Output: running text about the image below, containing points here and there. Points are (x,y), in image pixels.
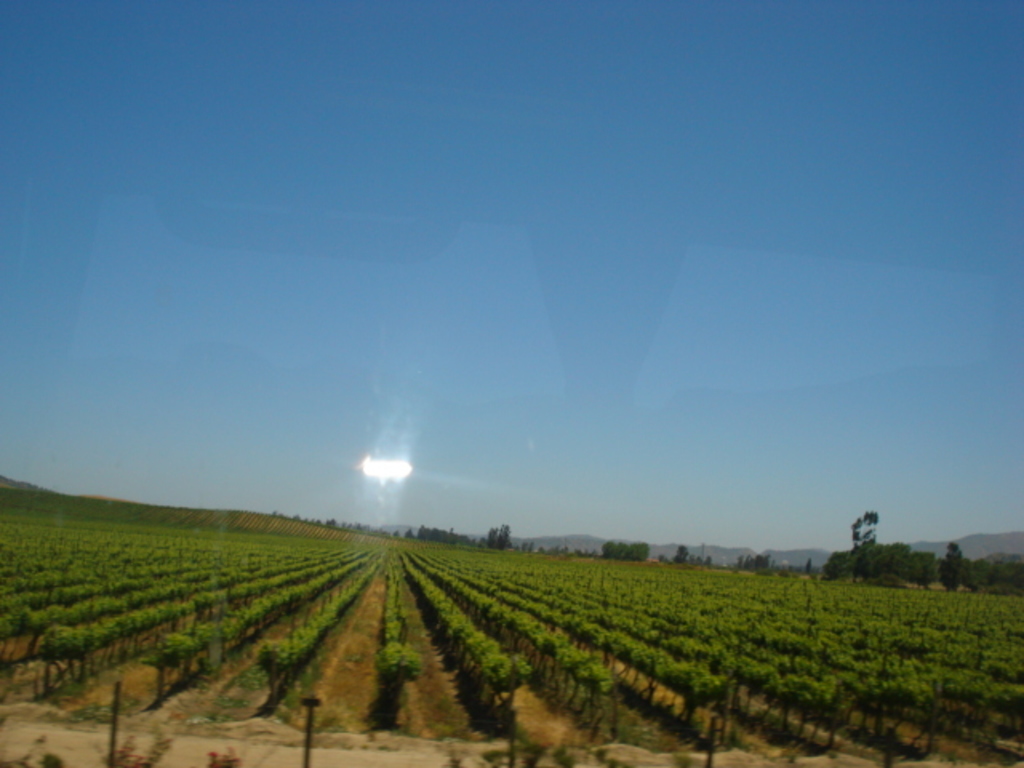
This is a view of agricultural land (407,620). In this image we can see there are trees (445,591). In the background (482,403) there is a sky (424,352).
